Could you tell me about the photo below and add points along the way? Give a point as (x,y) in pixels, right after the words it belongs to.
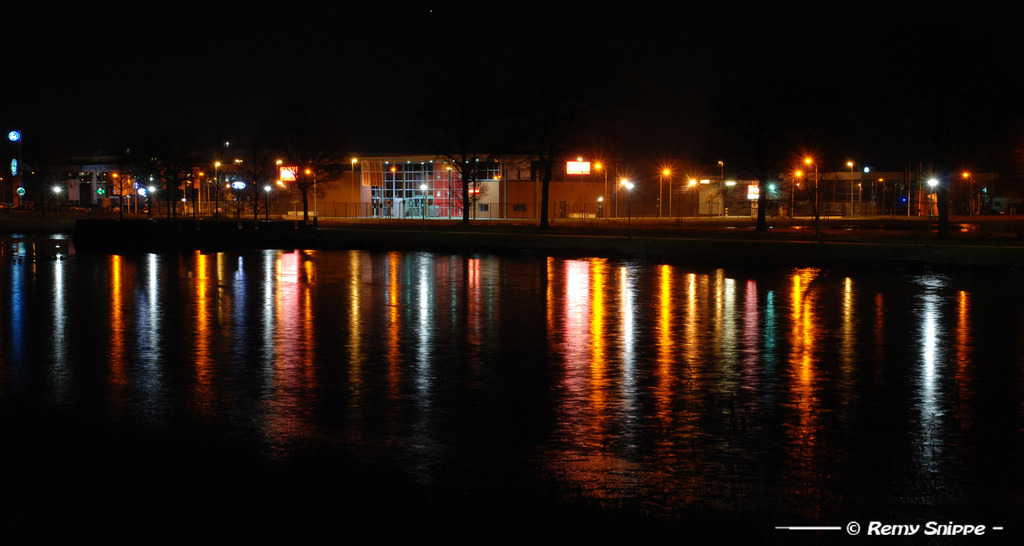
This is an image clicked in the dark. At the bottom (434,448), I can see the water (406,277). In the background (293,174) there are many buildings (429,174) and light poles (668,177). The background (139,69) is dark.
